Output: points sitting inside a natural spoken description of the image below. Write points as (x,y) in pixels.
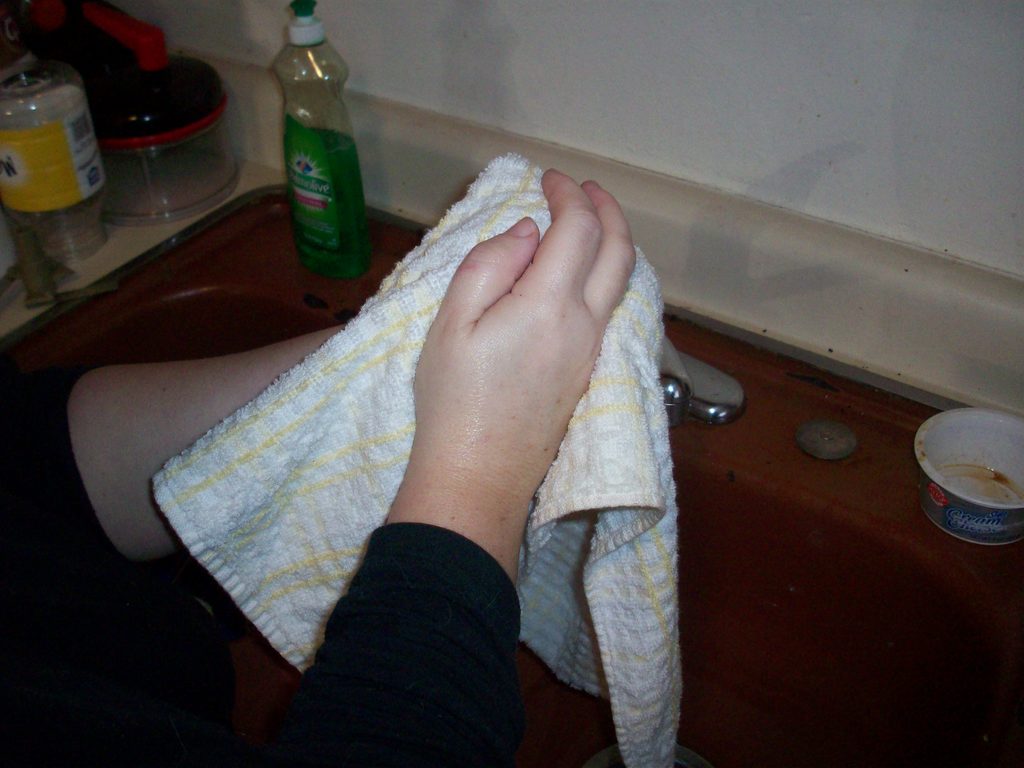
In this picture I can see clothes (390,414) in a person (480,474) hands (506,490). Here I can see bottles (295,120) and some plastic objects (136,178). On the right side (998,476) I can see a cup (994,491), a tap (702,382) and a wash basin (782,632). Here I can see a white color wall (755,62).
